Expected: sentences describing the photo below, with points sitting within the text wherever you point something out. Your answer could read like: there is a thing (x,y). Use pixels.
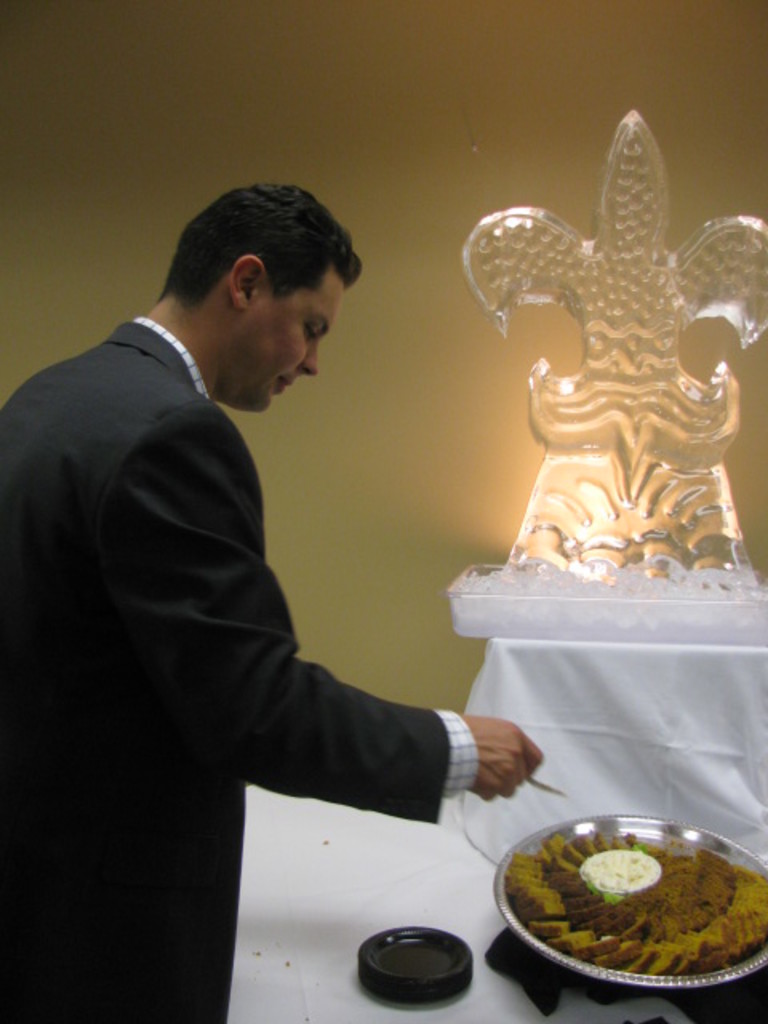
This image consists of a man (232,716) wearing a black suit (193,808). In front of him, there is an ice sculpture (602,497) and a tray (548,951) of sweets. In the background (458,98), there is a wall (86,284).
